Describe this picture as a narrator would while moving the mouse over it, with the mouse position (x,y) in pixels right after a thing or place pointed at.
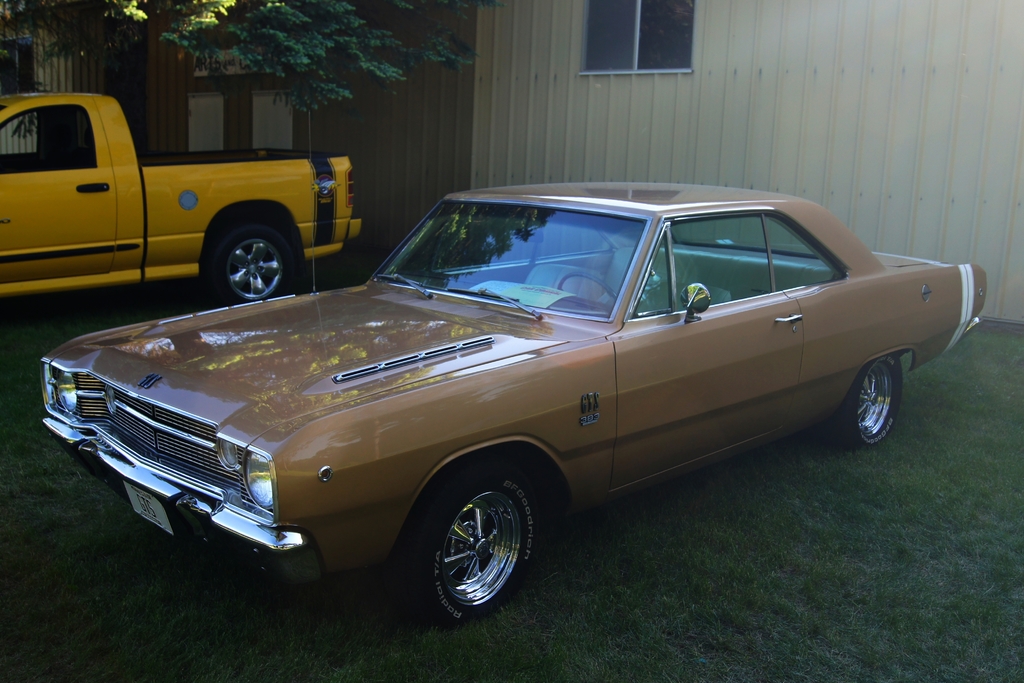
In the foreground of this image (600,358), there is a car (633,450) on the grass (675,585). In the background (245,245), there is a yellow truck (294,233), wall (607,95), window (584,52) and a tree (276,45).
